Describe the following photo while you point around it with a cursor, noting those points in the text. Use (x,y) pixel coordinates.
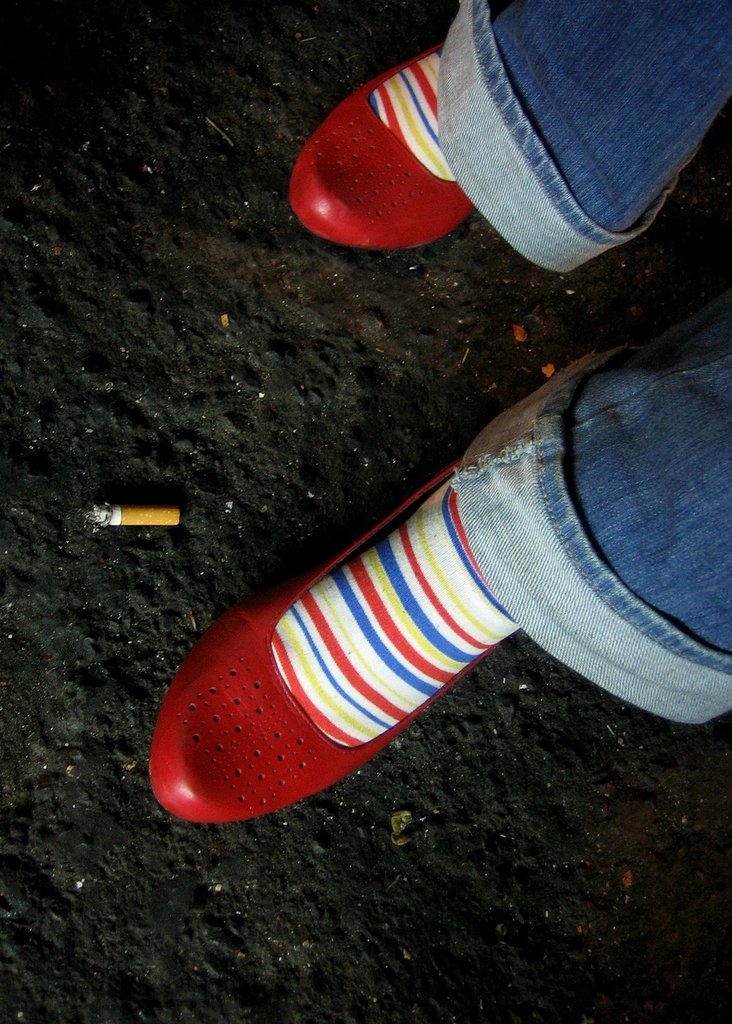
This is a zoomed in picture. On the right (554,433) we can see the legs (429,523) of a person (647,563), wearing jeans (670,375), colorful socks (348,624) and red color shoes (393,183) and a person (523,129) seems to be walking on the ground (244,511). On the left (123,517) there is a piece of cigarette (140,507) lying on the ground (171,546).
